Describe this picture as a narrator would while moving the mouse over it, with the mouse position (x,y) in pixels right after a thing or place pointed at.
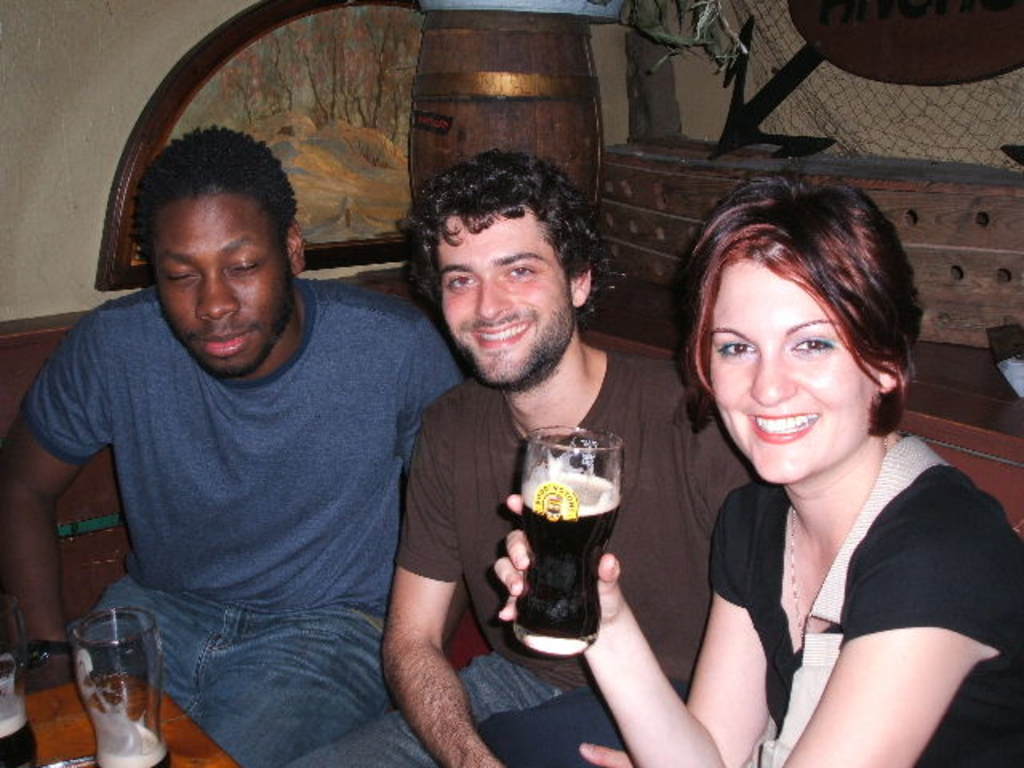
In this picture we can see two men (492,323) and one woman (953,489) sitting on chair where woman (855,486) is holding glass (597,535) in her hand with drink (546,539) in it and they are smiling and in front of them we have two glasses (136,690) on table (167,696) and in background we can see wall (925,127).
